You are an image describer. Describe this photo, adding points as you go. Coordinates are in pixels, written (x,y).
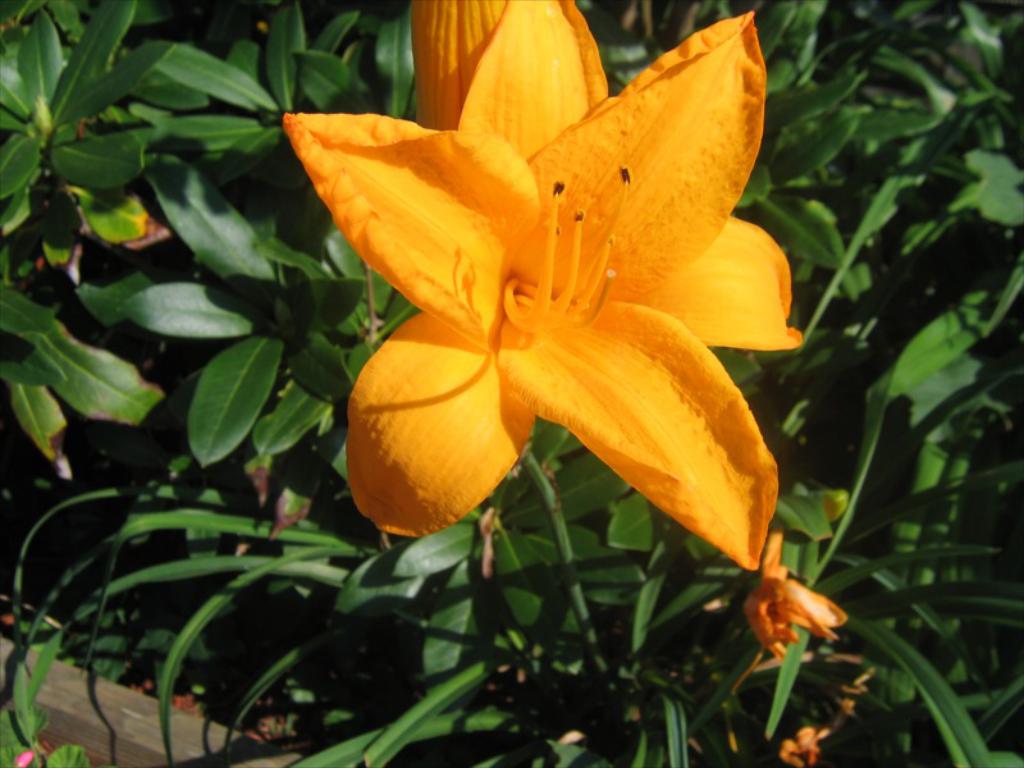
In this image we can see few flowers (714,222) and plants (294,207). In the bottom left (93,730) we can see an object (82,720).
